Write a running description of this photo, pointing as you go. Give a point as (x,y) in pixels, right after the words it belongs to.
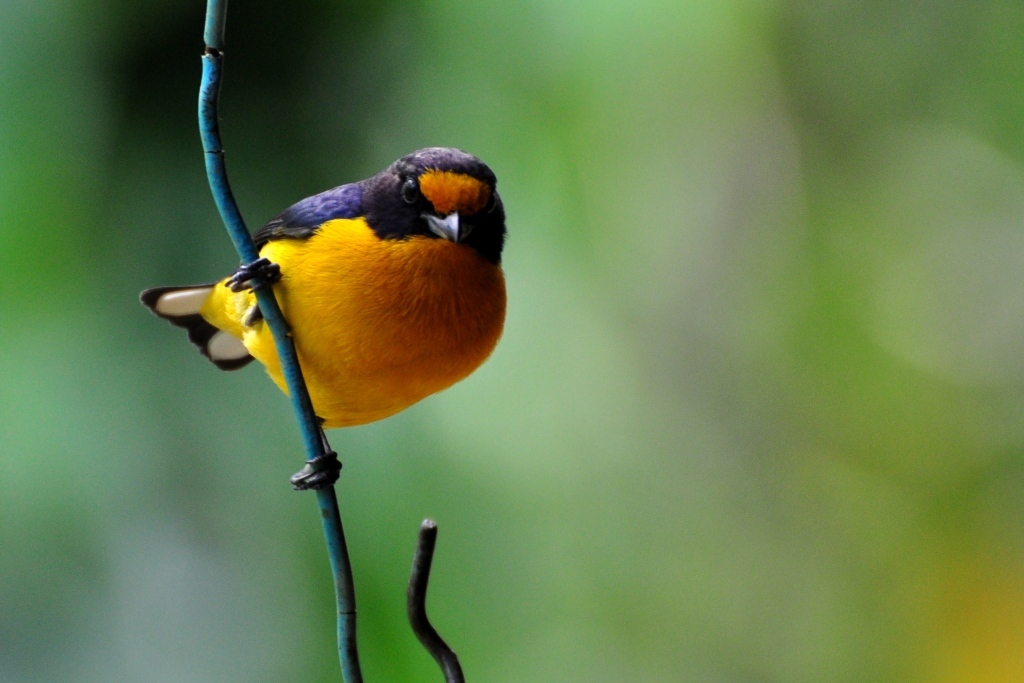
There is a bird (254,303) standing on iron object (278,296). In the background (807,364) it is blur and green.
